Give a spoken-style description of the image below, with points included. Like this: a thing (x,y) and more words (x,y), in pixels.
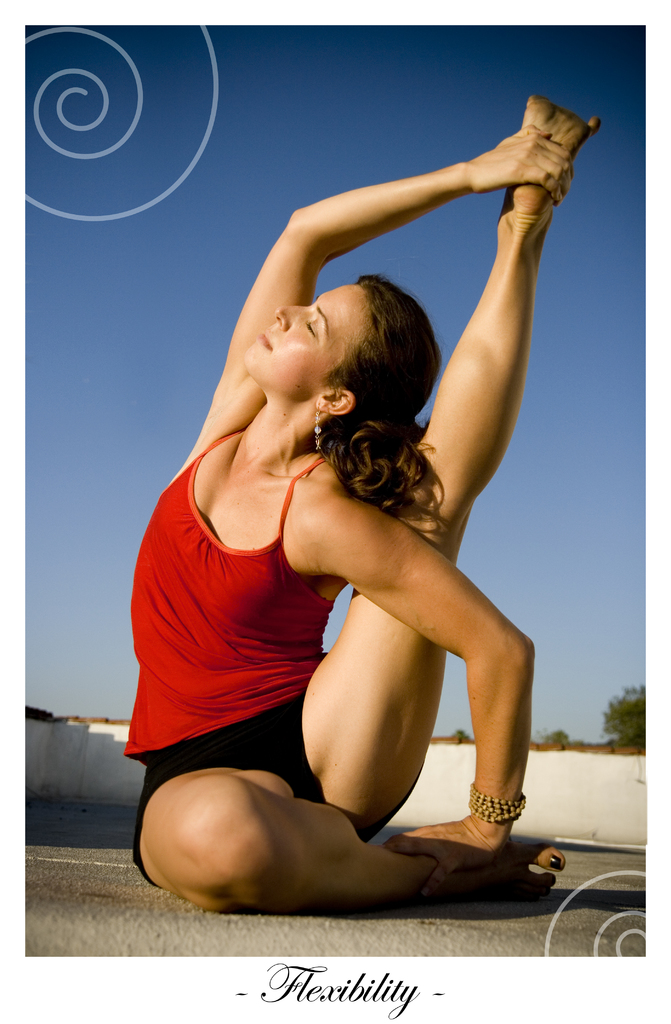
A beautiful woman (509,667) is performing exercise. She wore a red color top (248,617).
